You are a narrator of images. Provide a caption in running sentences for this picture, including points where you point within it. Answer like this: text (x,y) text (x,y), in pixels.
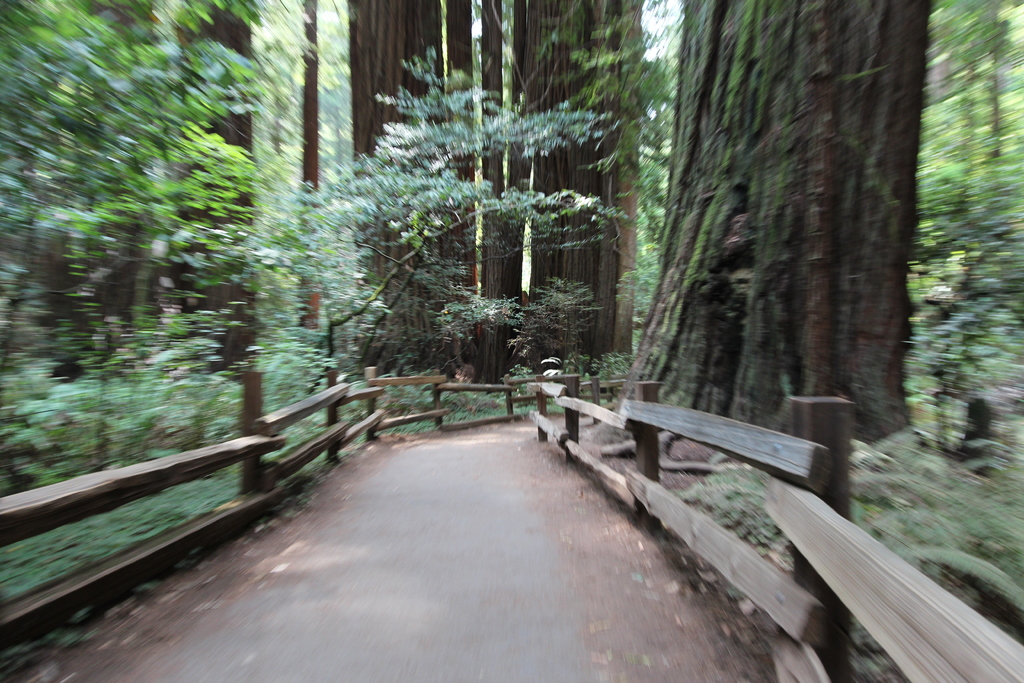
In the image there is a path (473,500) in the front (442,535) with fence (377,421) on either side and there are trees (851,292) in the background (476,238) all over the place.
